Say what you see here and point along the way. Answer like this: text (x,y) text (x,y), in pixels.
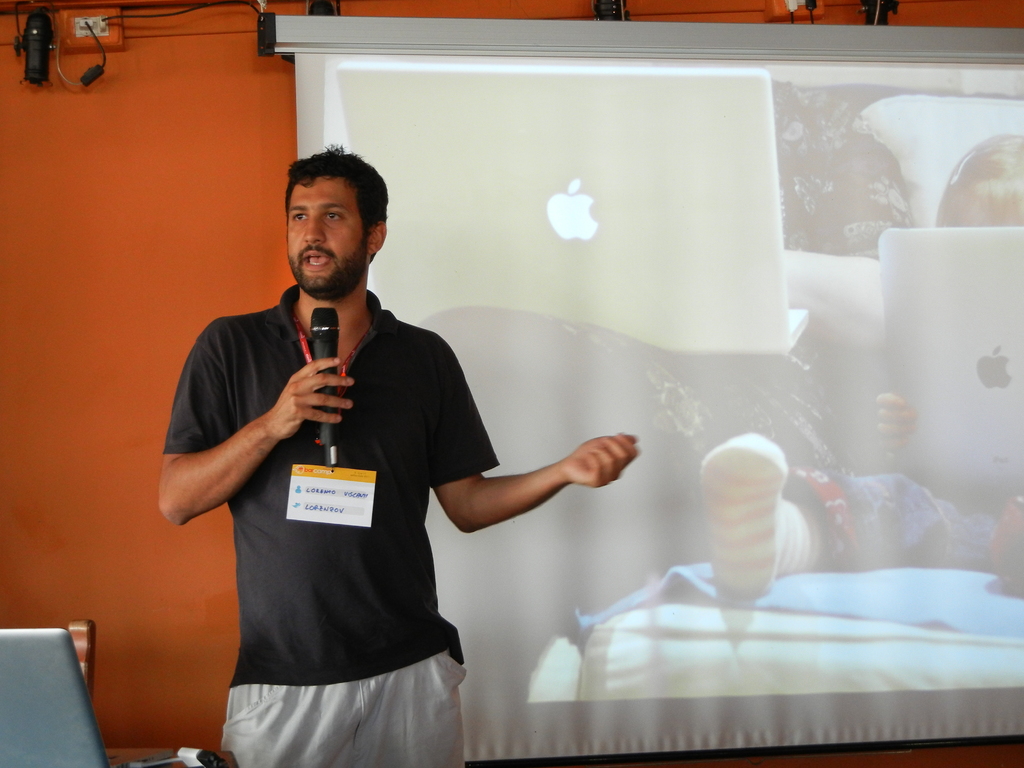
In the background (969,469) we can see a screen (634,217), wall (237,221), sockets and few objects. In this picture we can see a man (422,401) wearing a black t-shirt (383,434) and he wore identification card (319,492). He is holding a microphone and talking. On the left side of the picture (34,744) we can see few objects (72,760).
